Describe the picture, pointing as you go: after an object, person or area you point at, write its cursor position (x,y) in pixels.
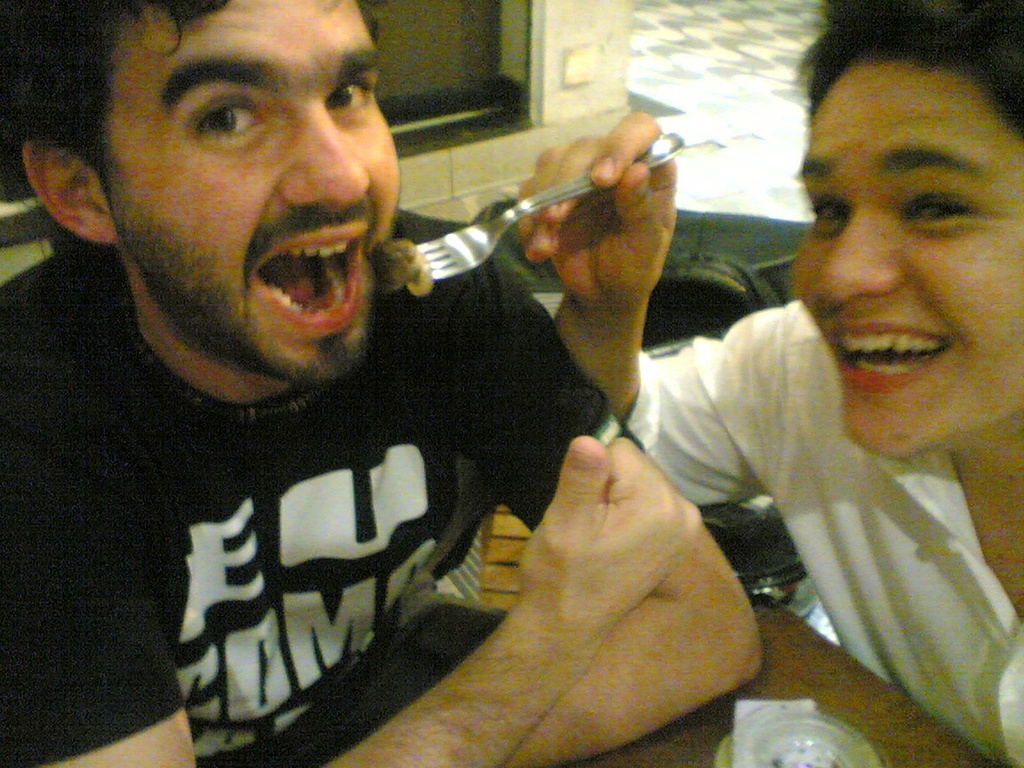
In this picture there is a boy (339,367) wearing black t-shirt (353,462) smiling and opening his mouth (346,315) to eat the food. Beside there is a another boy (813,444) wearing white shirt (896,472) smiling and giving a pose into the camera by holding the fork (467,241). In the background (477,104) we can see the glass window (453,60).
